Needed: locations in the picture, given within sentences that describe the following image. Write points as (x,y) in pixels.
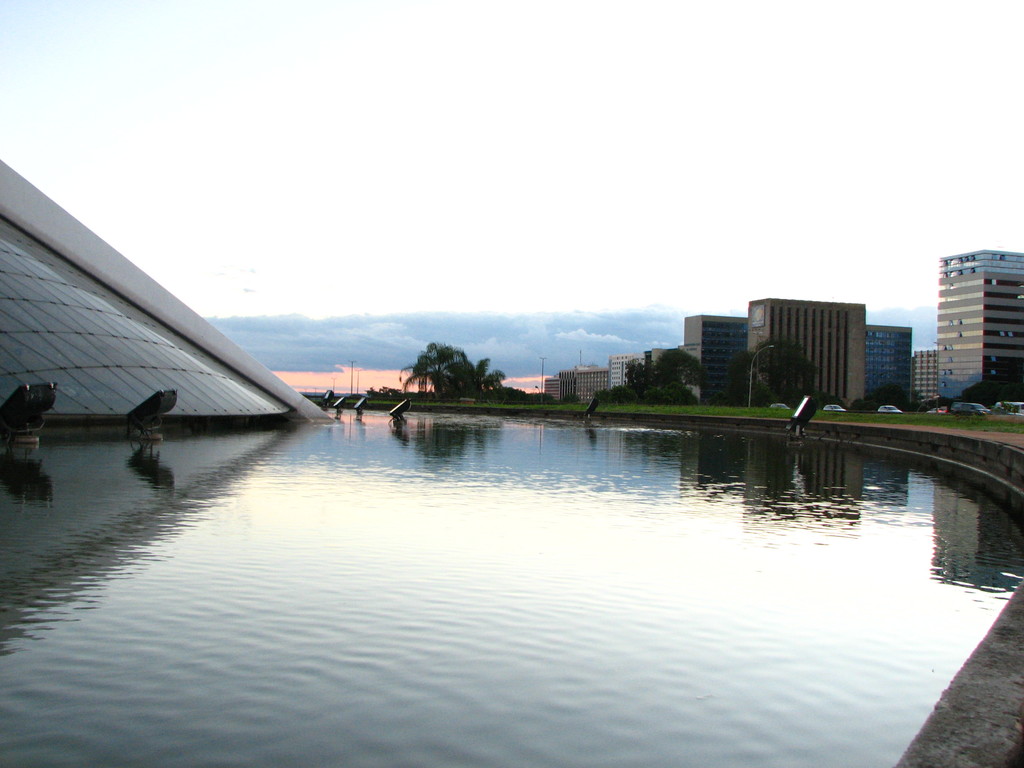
At the bottom of the picture (552,551), we see water (526,517). There are many buildings (605,382) and trees (798,387) in the background (627,382). On the left side (147,407), we see a building (108,349) and lights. At the top of the picture (437,95), we see the sky (474,226) and this picture is clicked in the city.
